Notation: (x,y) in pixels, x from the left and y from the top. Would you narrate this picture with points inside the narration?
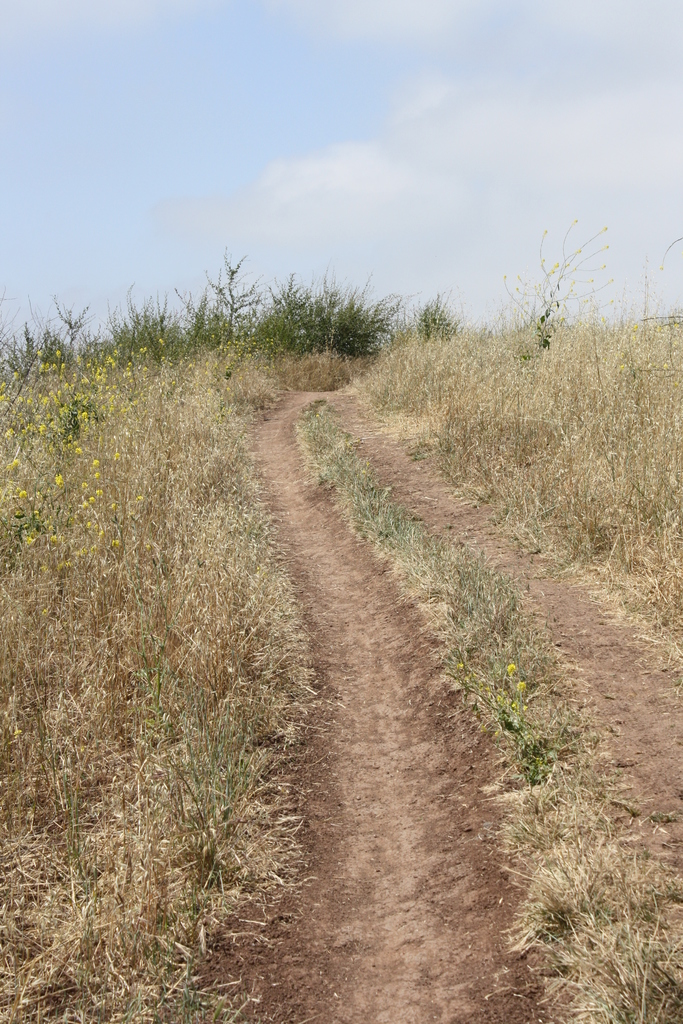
In this image I can see the grass (358,477). In the background (301,247), I can see the clouds (407,101) in the sky (305,100).
